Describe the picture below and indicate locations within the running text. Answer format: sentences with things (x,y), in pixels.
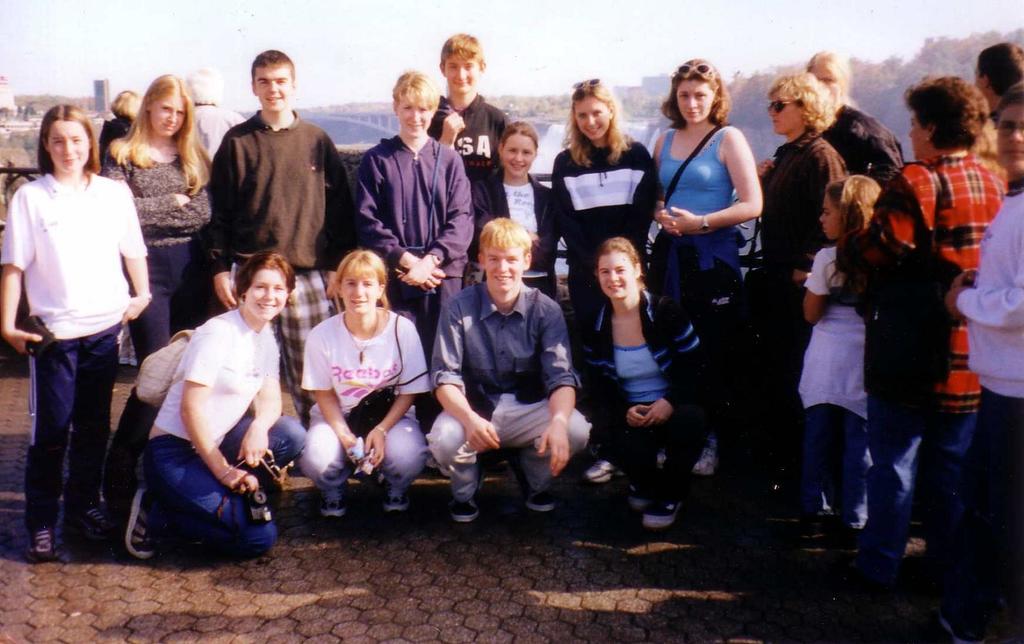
In this image, I can see a group of people (785,197) standing and four persons (262,412) in squat position. In the background (329,121), I can see buildings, trees (768,81), bridge (372,129) and there is the sky (359,27).
